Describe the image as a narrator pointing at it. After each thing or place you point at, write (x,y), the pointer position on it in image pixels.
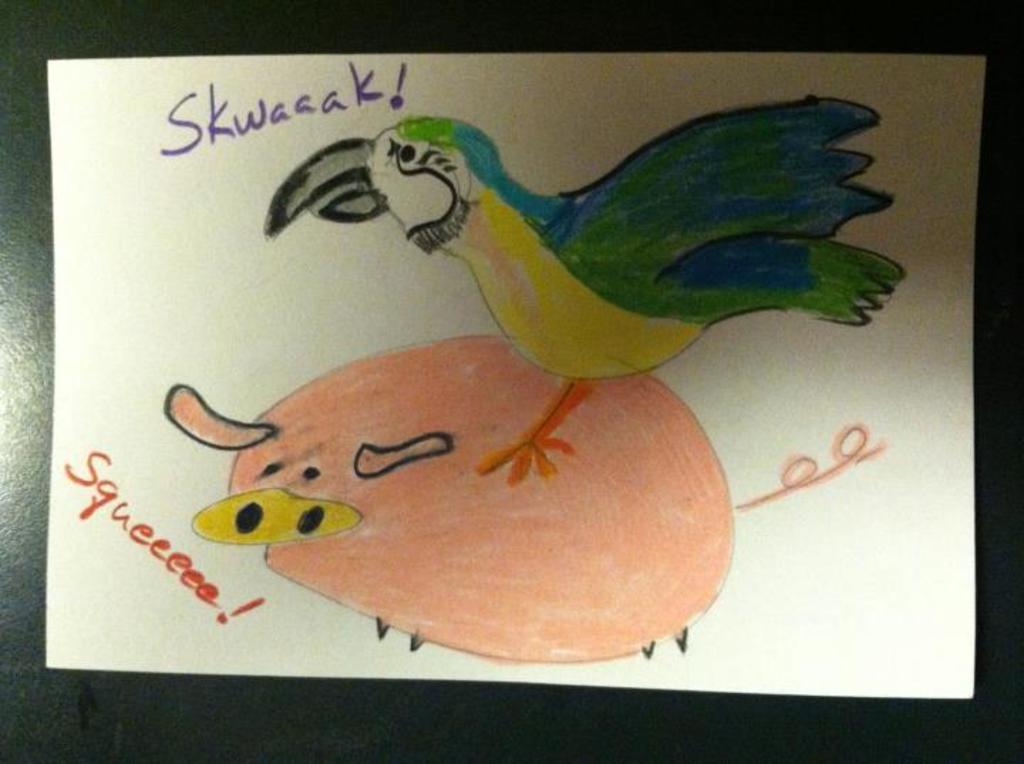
In this picture I can see the drawing (587,267) in a paper (689,284). In the drawing (566,239) I can see the bird (576,239) who is standing on this pig (493,540). This paper (961,185) is kept on the table (1009,256).
